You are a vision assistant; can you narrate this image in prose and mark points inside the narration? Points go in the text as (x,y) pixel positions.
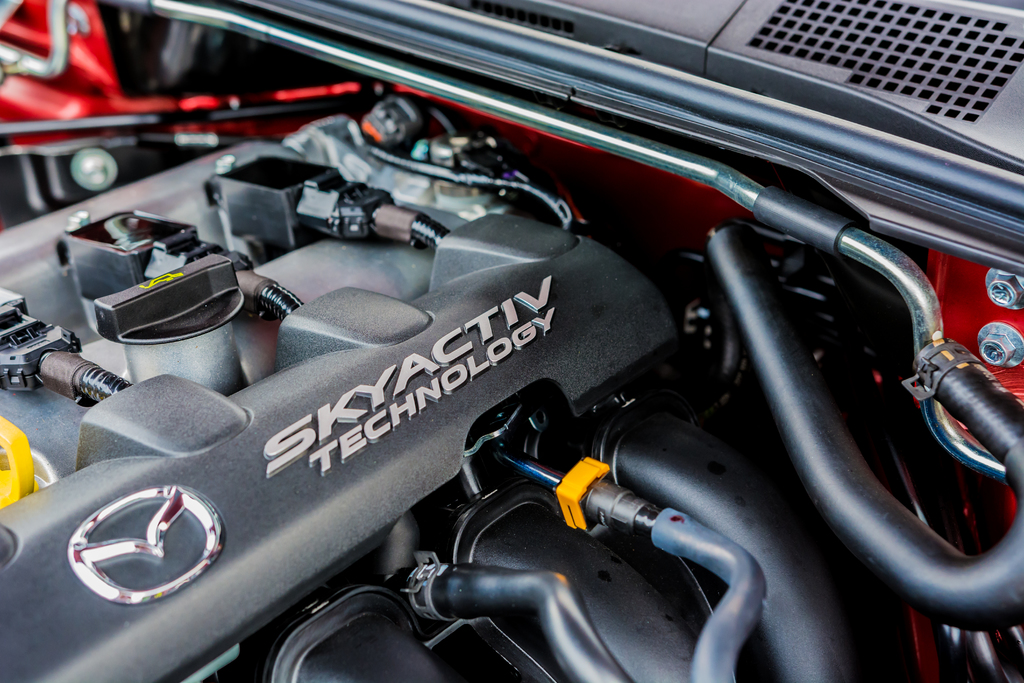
In this image I can see the engine (466,452) of the vehicle (417,553) and the vehicle (265,244) is in red and black color.
